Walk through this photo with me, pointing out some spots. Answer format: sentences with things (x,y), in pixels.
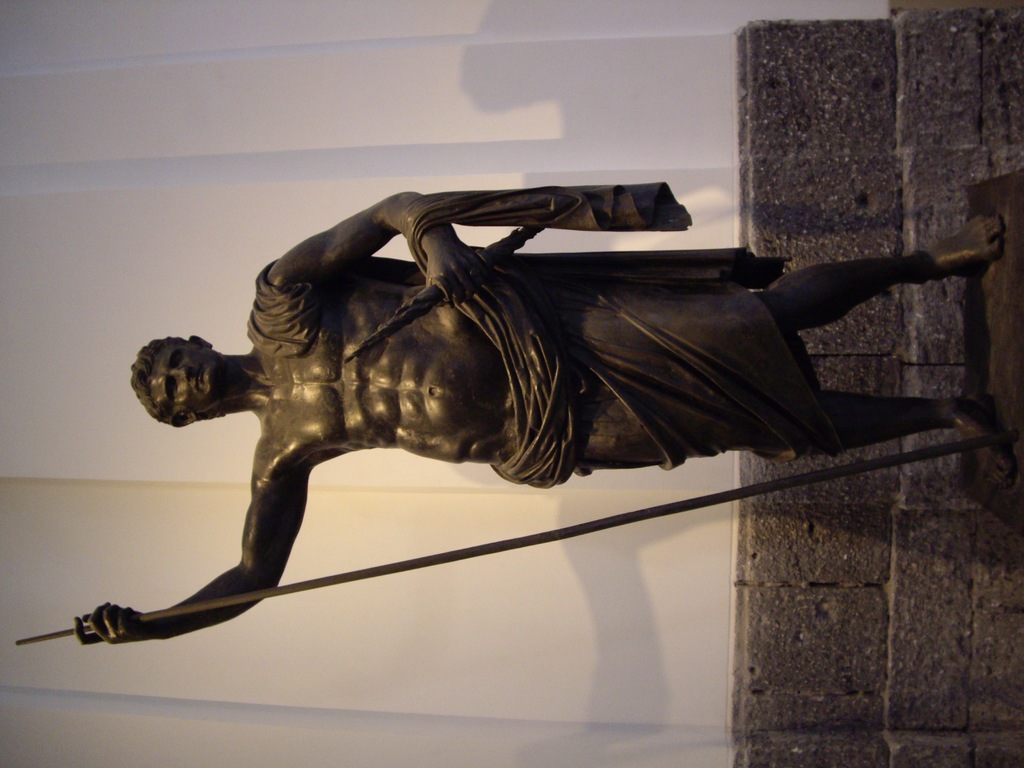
In this image in the center (512,387) there is a statue (512,387) of a person (512,387), and in the background (446,62) there is wall (754,562).
